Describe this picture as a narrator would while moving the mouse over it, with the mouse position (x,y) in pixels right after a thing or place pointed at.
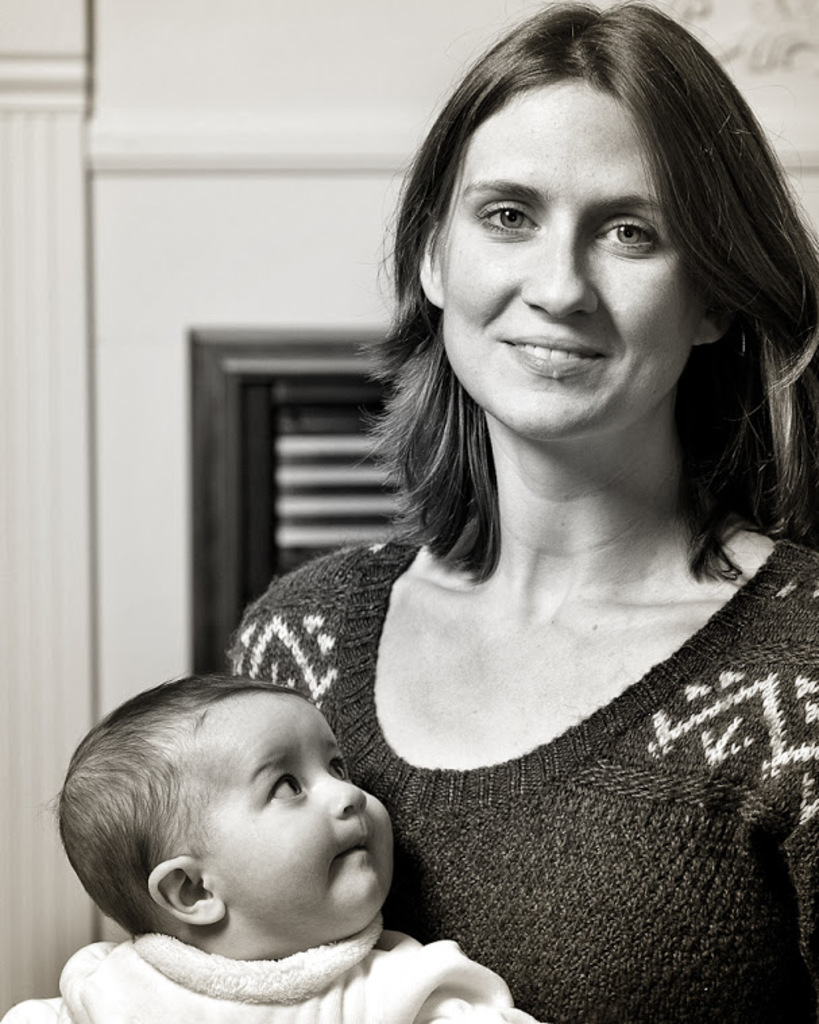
In this picture there is a lady (294,611) and a small baby (223,757) in the center of the image (453,671) and there is a window (290,503) on a wall (179,403) in the background area of the image (280,431).
